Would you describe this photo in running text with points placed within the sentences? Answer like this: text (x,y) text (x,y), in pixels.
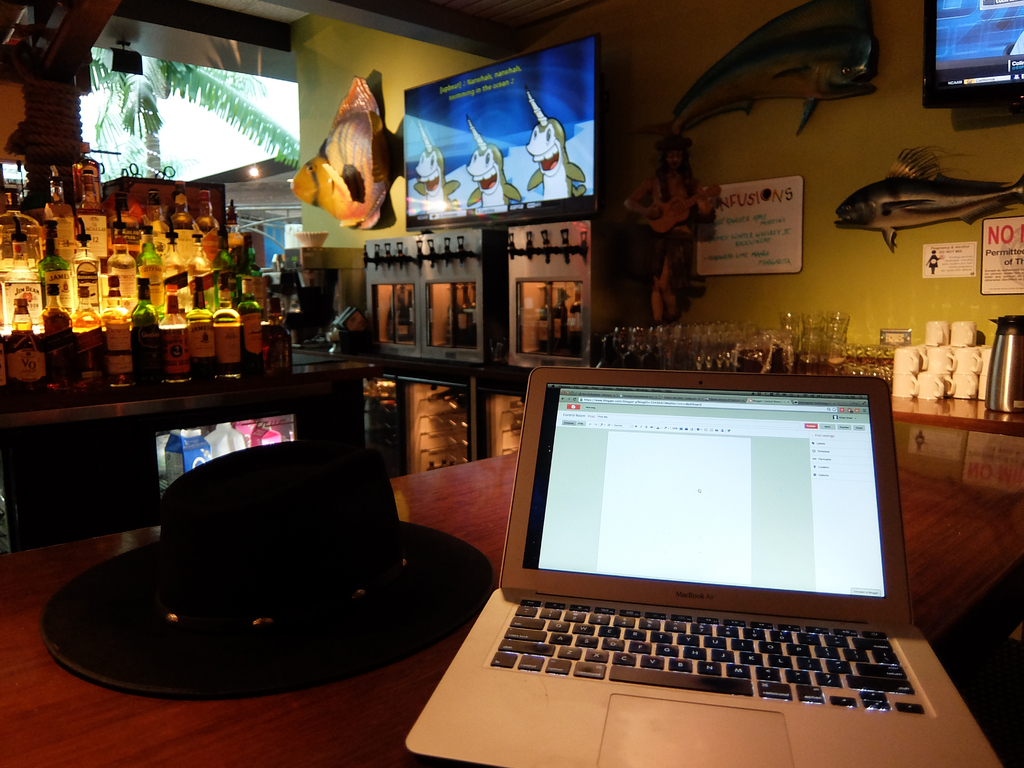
In this image, I can see a laptop (460,689) and a hat (339,666) on the table (463,502). Behind the table (477,504), there are glasses (734,360), cups (926,349), flask (1004,367) and a sculpture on an object (987,415). There are boards (992,252) and televisions (542,138) attached to the wall (652,81). On the left side of the image (173,371), I can see bottles (275,351) placed on another table (120,405). In the background (170,162), I can see a tree (138,89).
